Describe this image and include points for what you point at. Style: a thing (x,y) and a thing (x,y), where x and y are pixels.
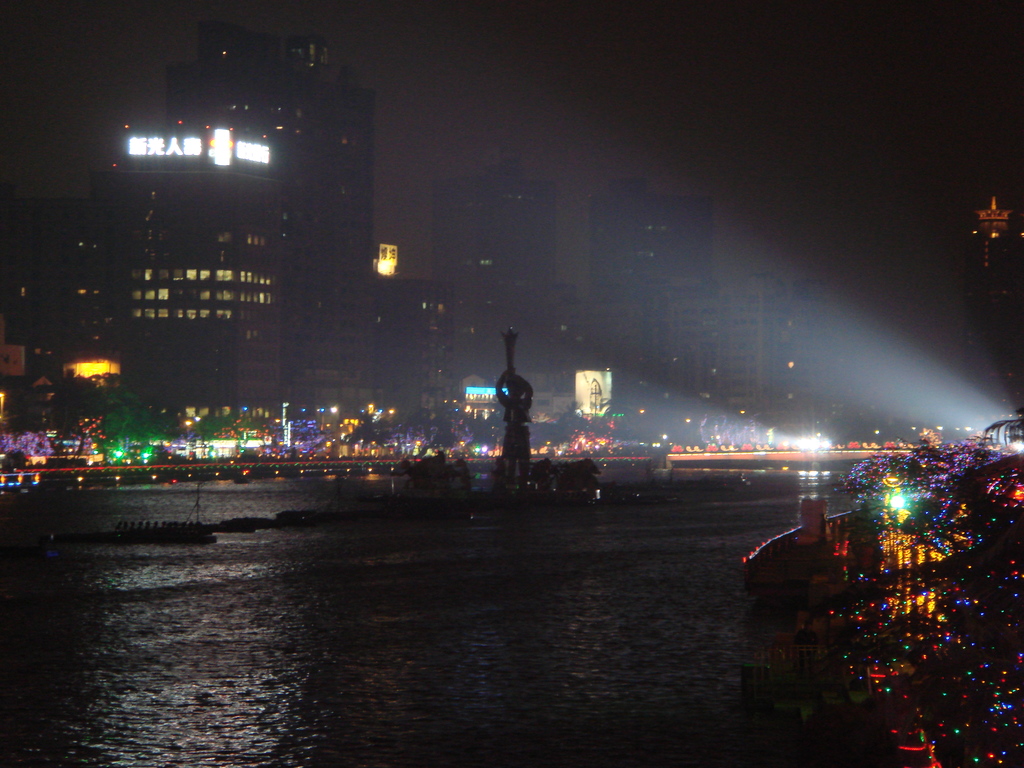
This image is taken during the night time. In this image we can see the buildings (680,273) with lighting (254,149). We can also see a statue (516,433) and a boat (770,588) on the surface of the water (596,648). We can see the lights (271,451), trees (129,438) and also the sky (575,50).
